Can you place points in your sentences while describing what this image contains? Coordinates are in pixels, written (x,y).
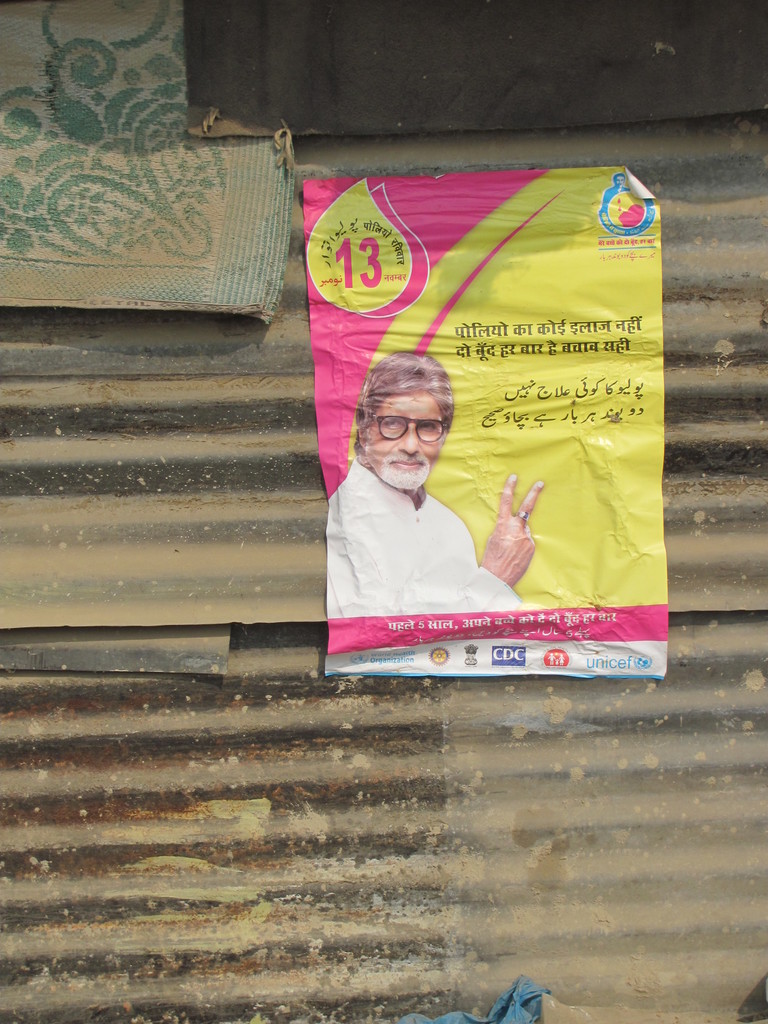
In this image there is a poster (416,562) attached to the metal wall (158,822) having a mat (173,223). On the poster (470,490) there is an image (453,549) of a person (413,468) wearing spectacles (419,434). There is some text (464,345) on the poster (413,375).
